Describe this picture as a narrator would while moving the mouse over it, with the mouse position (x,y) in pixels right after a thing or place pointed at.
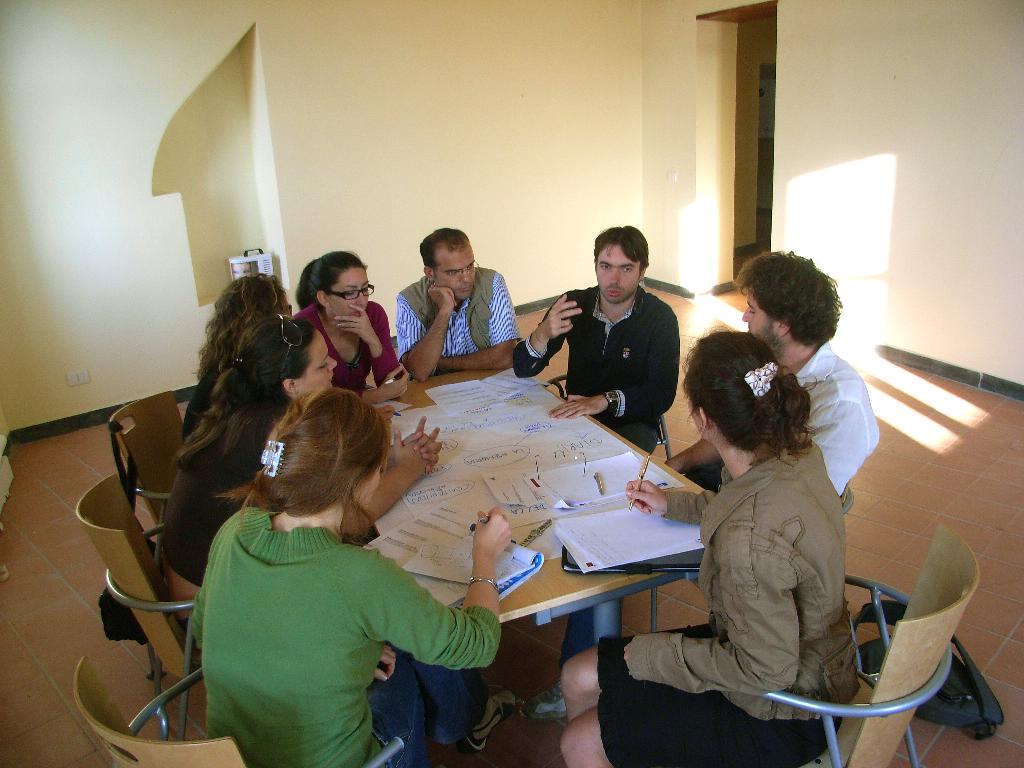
There is a group of people (341,353). They are sitting on a chairs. Some persons (281,380) are wearing a spectacles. There is a table (418,416). There is a paper (452,536), pen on a table (575,490). We can see in the background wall (173,247).
